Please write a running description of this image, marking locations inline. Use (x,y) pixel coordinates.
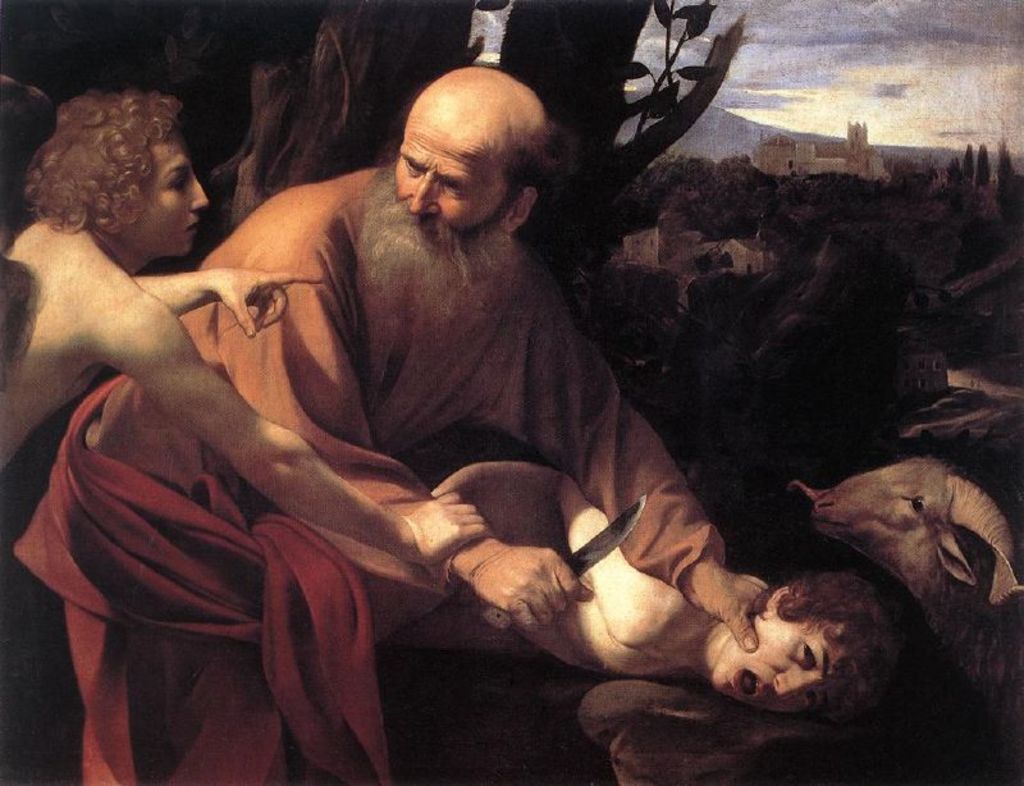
This looks like a painting. In that there are three persons (471,509). One is holding a knife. There is an animal (847,497) on the right side (883,533). There are buildings (854,152) at the top (869,153). There is a tree (349,92) at the top (345,116). There is sky (763,51) at the top (647,50).
